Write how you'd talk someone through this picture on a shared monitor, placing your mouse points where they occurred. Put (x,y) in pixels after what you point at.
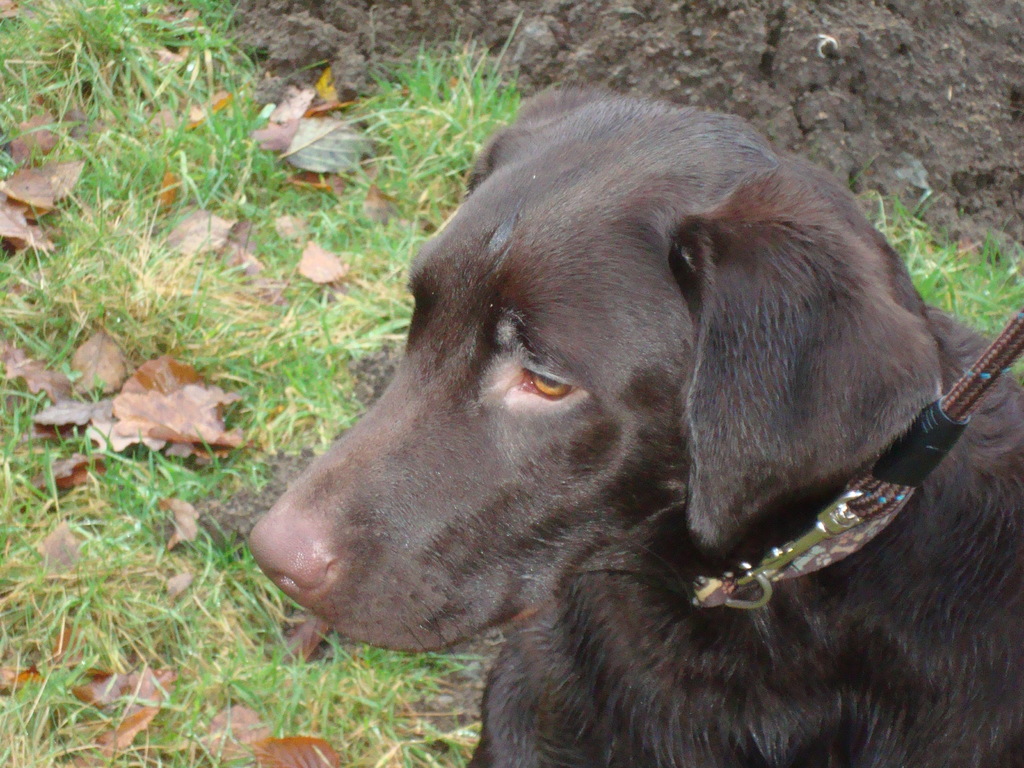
This image consists of grass (131,297) on the left side (162,319). There is a dog (588,401) in the middle (534,410). It is in brown color. It has a belt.
